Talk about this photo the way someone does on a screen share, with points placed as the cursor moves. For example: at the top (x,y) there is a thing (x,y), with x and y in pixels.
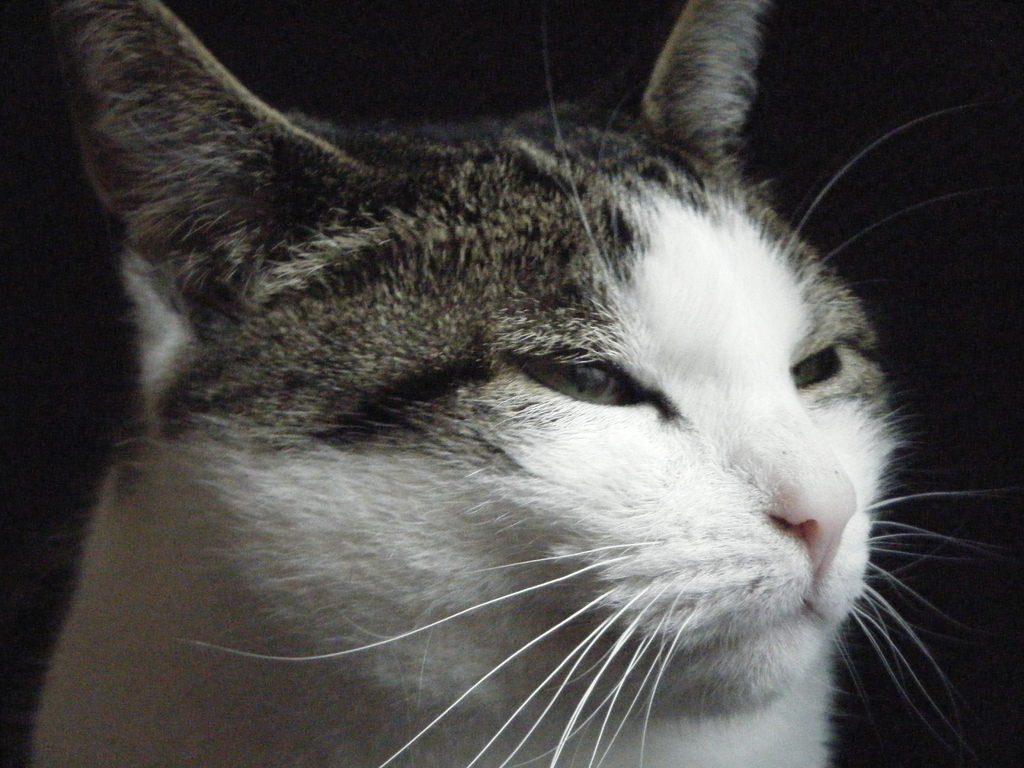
In this image the background (59,365) is dark. In the middle of the image (383,420) there is a cat (520,549).
